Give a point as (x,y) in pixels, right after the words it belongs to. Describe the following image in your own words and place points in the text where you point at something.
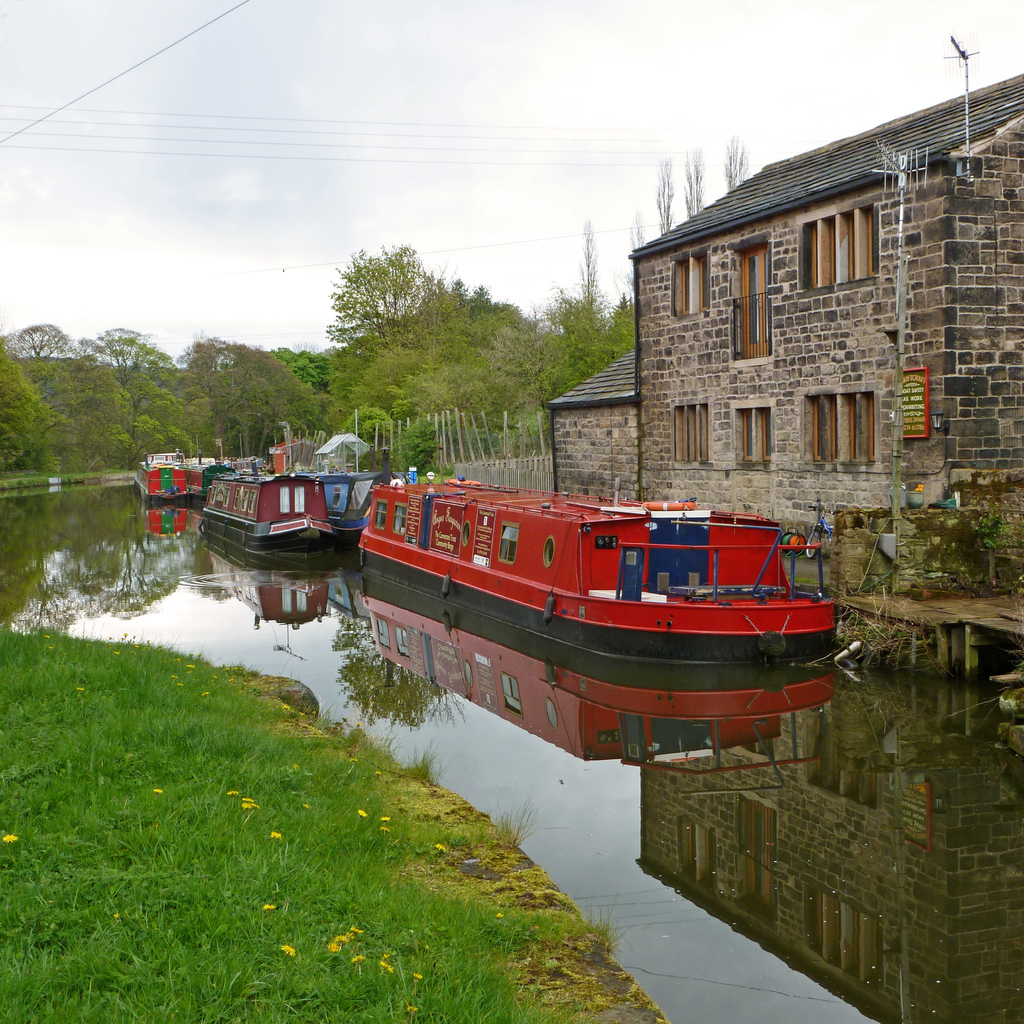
In this image in the center (461,575) there are some boats (703,554), and there is a pond (372,707) and grass (164,782) at the bottom (165,770). And in the background (815,389) there are buildings (743,300), trees (614,327) and some poles (449,420). At the top (229,128) there is sky (853,81) and wires (64,123).
